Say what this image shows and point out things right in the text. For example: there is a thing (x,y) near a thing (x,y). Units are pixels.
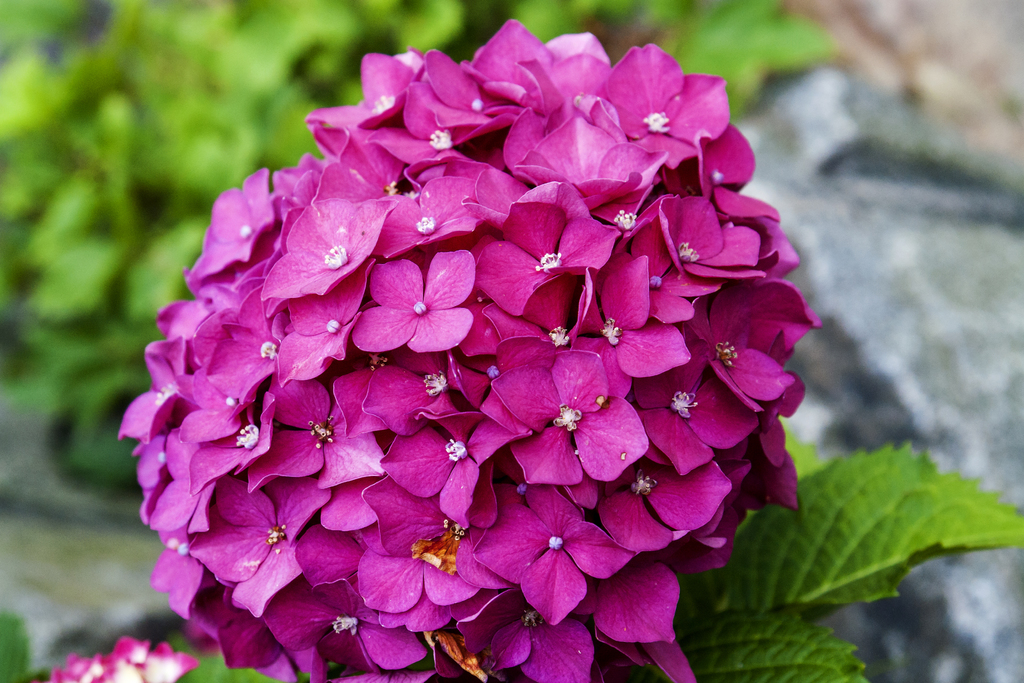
In this picture we can see flowers (647,486) and leaves (765,641). There is a blur background (869,243).
